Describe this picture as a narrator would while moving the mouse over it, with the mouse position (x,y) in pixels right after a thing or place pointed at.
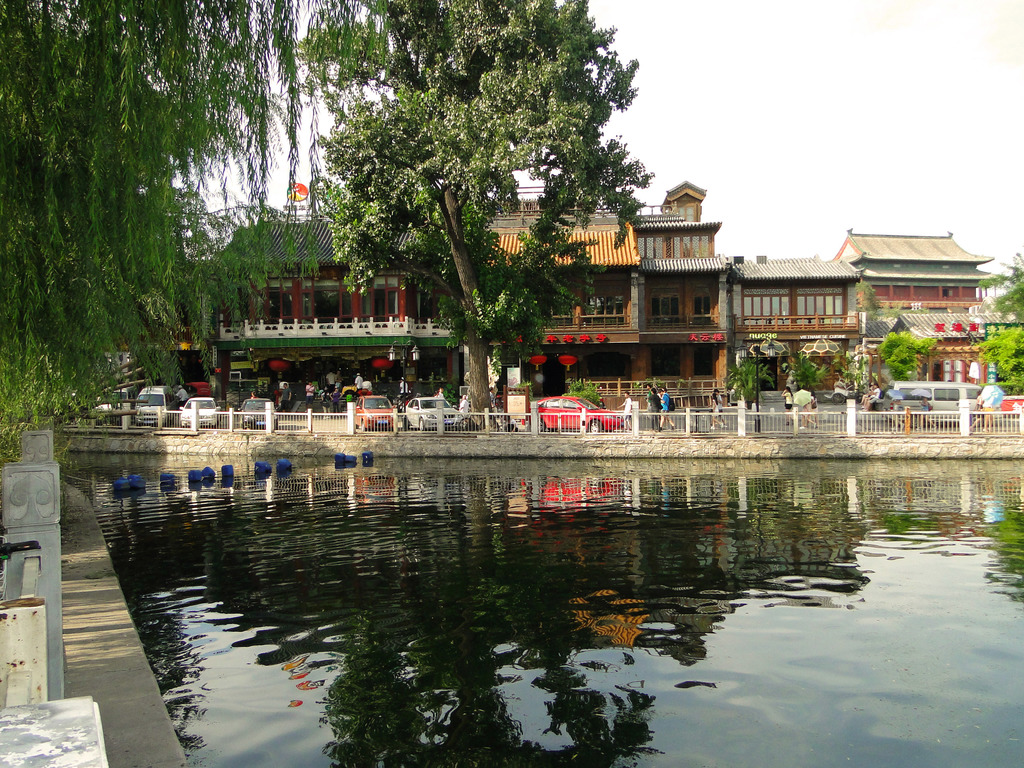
In this image there is water (649,615) at front of the image. At the background (762,305) there are trees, buildings (772,289) and people (789,401) are walking on the road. At the center of the image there are few cars (554,411) parked on the road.
